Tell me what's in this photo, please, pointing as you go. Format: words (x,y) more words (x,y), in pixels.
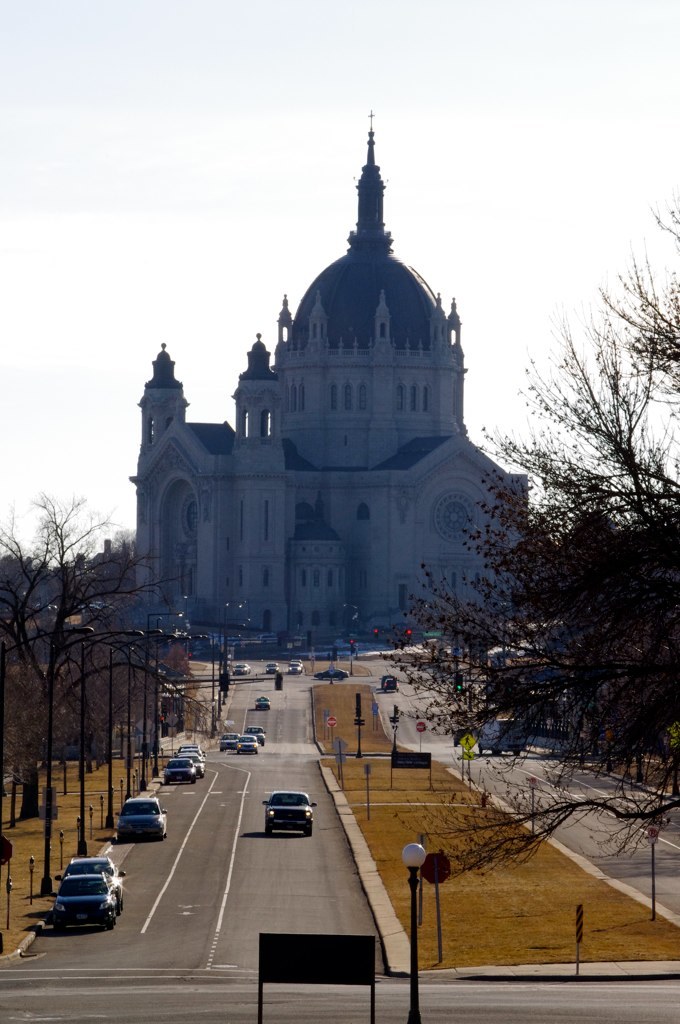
In this picture we can see a building (248,519) in the background (355,430), there are some vehicles (268,702) on the road (195,801), on the left side (193,718) there are some poles (227,655), lights (3,658) and trees (37,581), we can see some boards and poles (394,722) in the middle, on the right side (550,680) we can see a trees (632,704), there is the sky (193,83) at the top of the picture (229,87).
